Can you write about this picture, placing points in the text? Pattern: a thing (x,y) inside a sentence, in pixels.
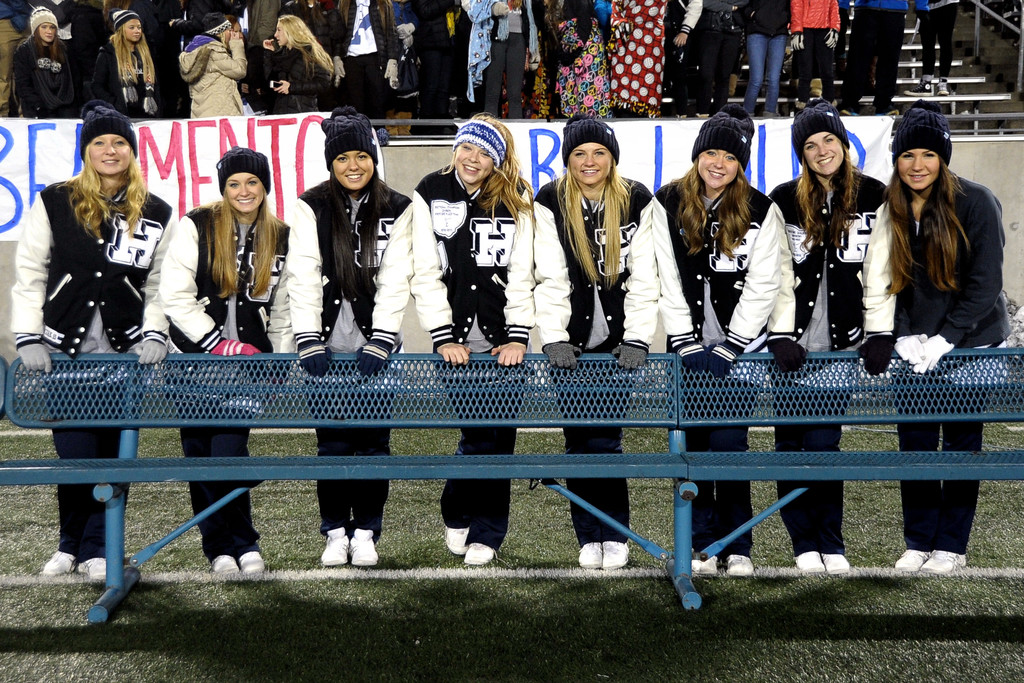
In the center of the image (356,428) we can see some people (331,301) are standing and smiling and wearing the jackets (554,222), caps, gloves (366,350), shoes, pants (618,493) and holding a bench (399,405). In the background of the image (719,68) we can see the ground (953,596), banners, wall (1006,216), stairs (1017,92) and some people (298,50) are standing.
